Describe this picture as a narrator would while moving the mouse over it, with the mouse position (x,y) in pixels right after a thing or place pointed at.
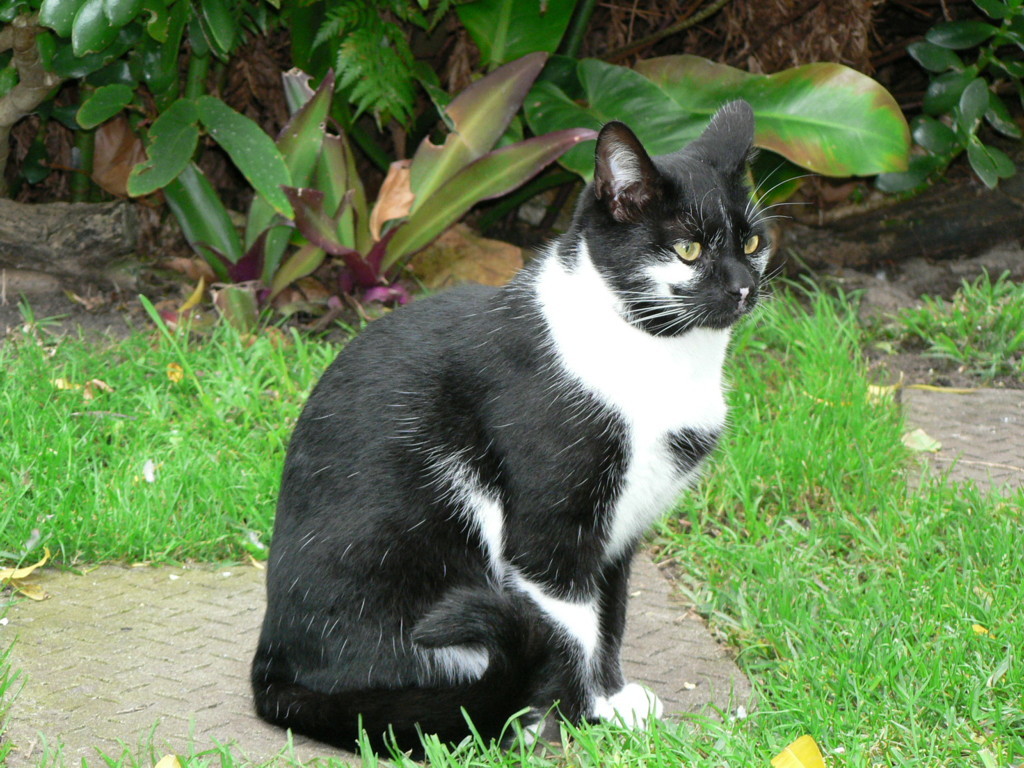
In this image in the front (881,697) there's grass (813,636) on the ground (636,553). In the center (557,498) there is a cat (510,534). In the background (253,185) there are plants (426,92).
